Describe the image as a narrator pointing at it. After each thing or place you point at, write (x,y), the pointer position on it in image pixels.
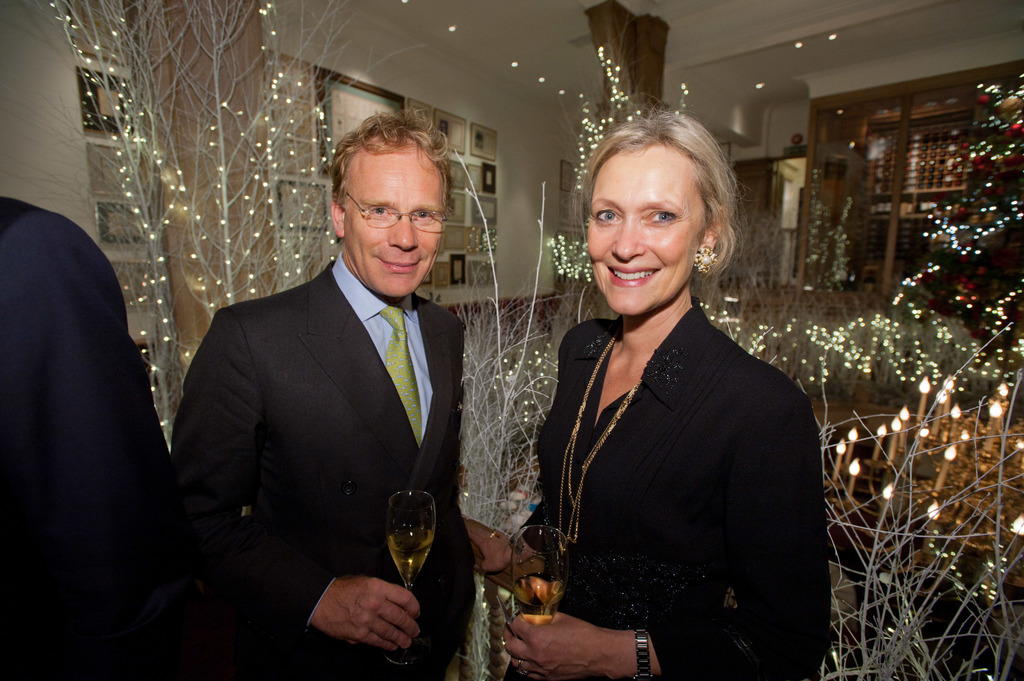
In this picture we can see three people (29,514) where a man (258,362) and a woman (721,256) holding glasses (516,570) with their hands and smiling and in the background (126,190) we can see lights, frames (462,178) on the wall (500,178).
